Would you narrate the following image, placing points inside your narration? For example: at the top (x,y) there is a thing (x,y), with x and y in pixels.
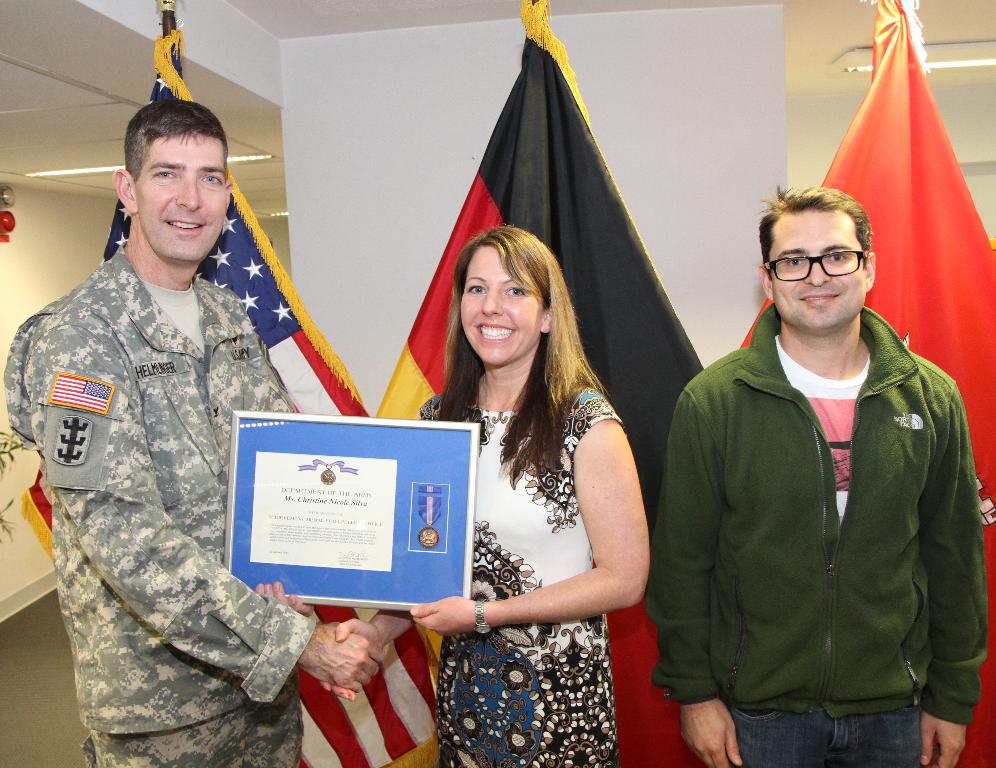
On the left side (180,353), there is a man (183,563) in uniform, smiling, holding a certificate (244,518) with one hand (266,588) and shaking hands (352,673) with a woman (592,425) who is smiling and holding this certificate (420,564). On the right side (960,647), there is a person (813,237) smiling and standing. In the background (866,132), there are three flags (160,69), there are lights (269,157) attached to the roof (110,117) and there is a white wall (308,261).
